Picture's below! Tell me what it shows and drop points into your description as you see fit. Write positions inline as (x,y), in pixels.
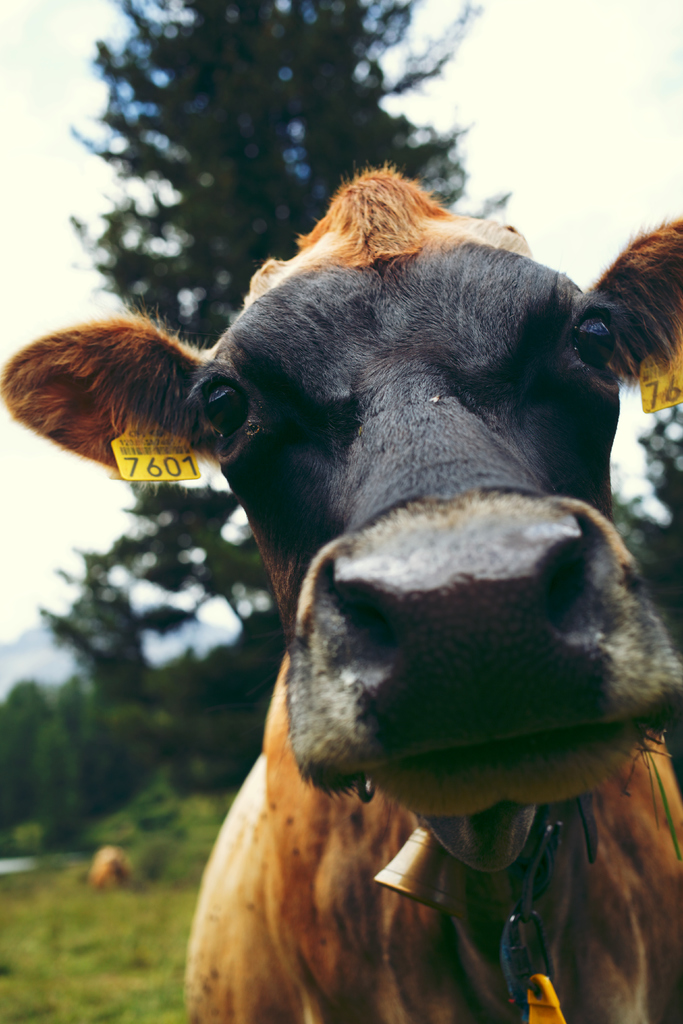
In this picture there is a cow (401,515). in the background (10,677) I can see the trees (249,636), plants (218,808), mountains (10,677) and grass (211,816). At the top right (530,63) I can see the sky (571,149).
